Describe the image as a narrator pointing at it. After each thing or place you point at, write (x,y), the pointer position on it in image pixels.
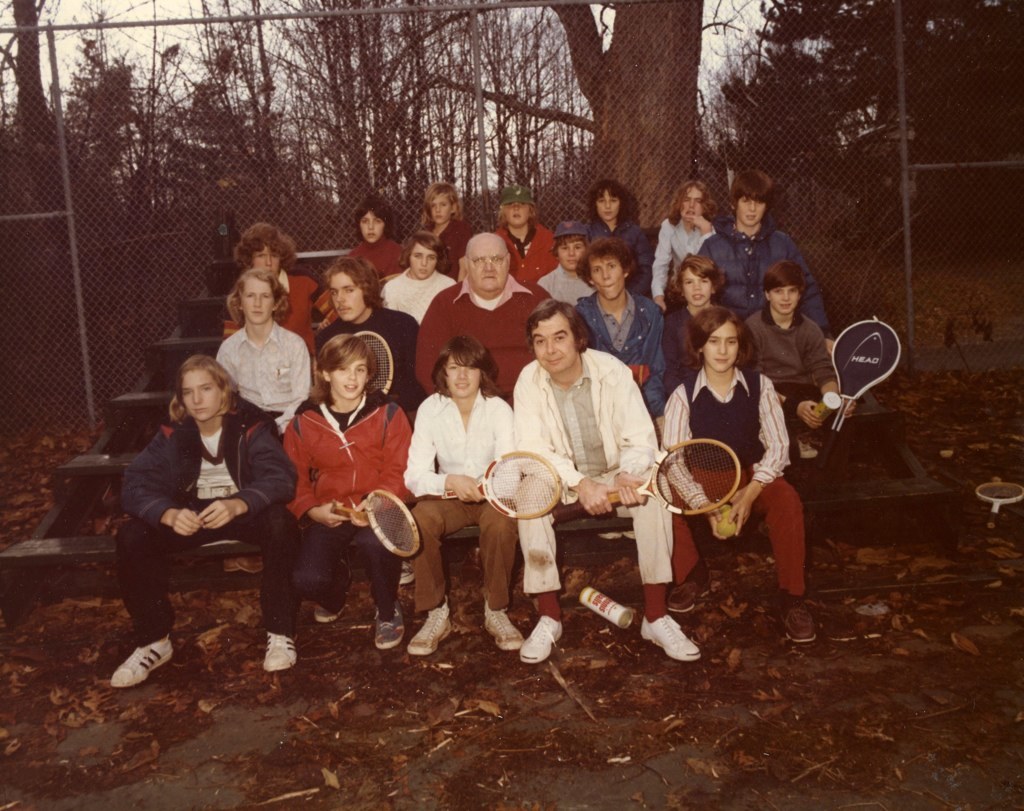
In this image we can see there is a group of people (549,315) sitting on the stairs (182,351) and holding a racket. At the back (175,274) there are trees (157,127), leaves (821,665), fence (180,262) and the sky (705,59).
